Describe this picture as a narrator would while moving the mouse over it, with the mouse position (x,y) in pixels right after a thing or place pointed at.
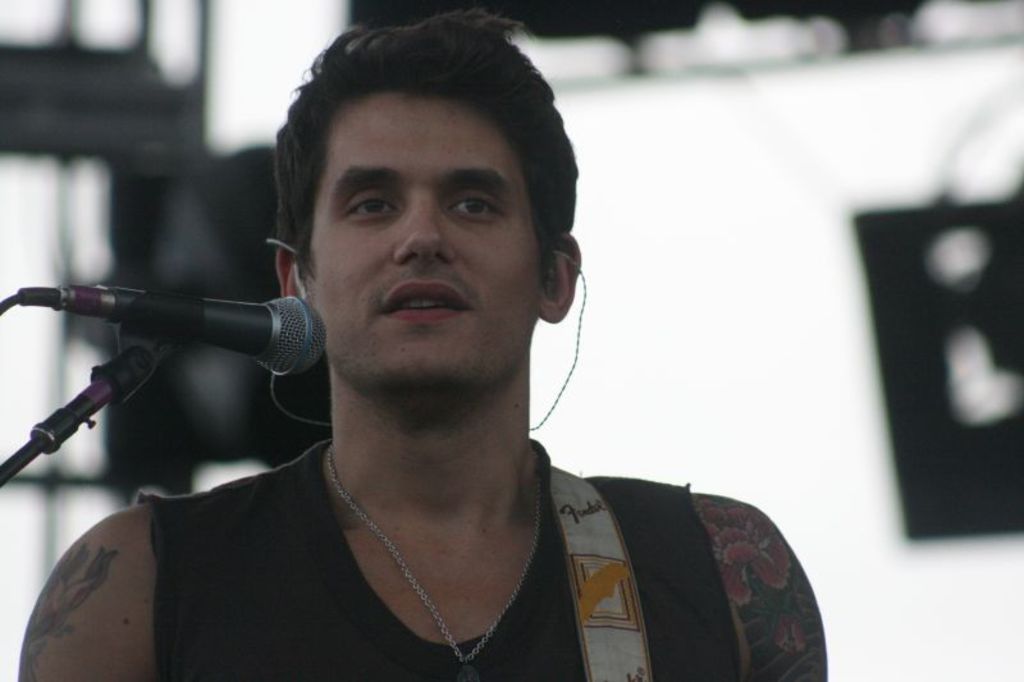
In this image we can see the person (408,290) standing and talking into a microphone (203,316). And at the back (758,163) it looks like a blur.
